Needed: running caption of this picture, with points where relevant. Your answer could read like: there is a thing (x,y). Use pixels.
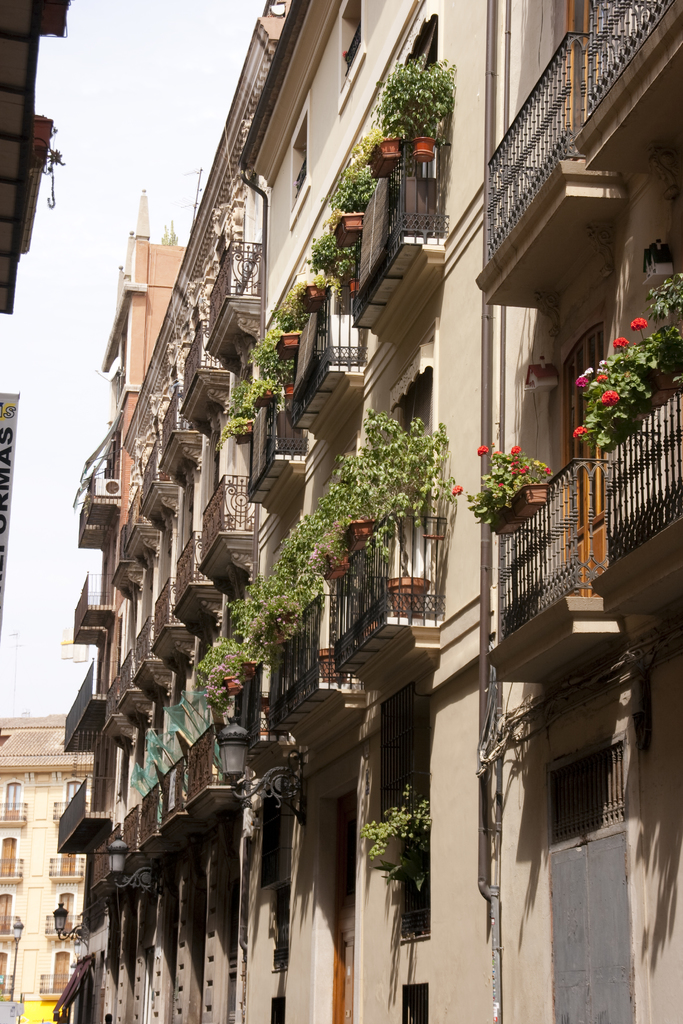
In this picture we can see buildings (125,704), railings (284,693), house plants (317,593), flowers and lights (15,967). In the background of the image (72,493) we can see the sky (55,549).
